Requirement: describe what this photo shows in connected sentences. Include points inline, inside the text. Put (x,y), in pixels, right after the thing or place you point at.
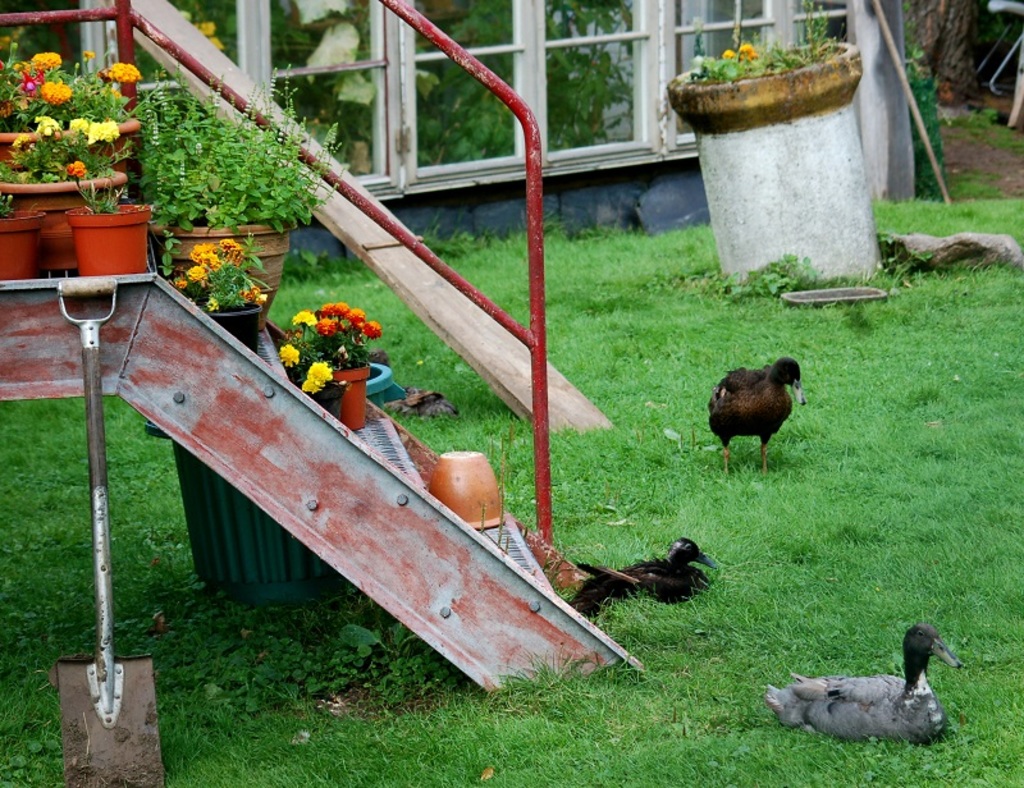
In this image there is a lawn (833,636) on which there are ducks (798,682). On the left side (288,435) there are metal steps (311,445) on which there are flower pots (469,507). There is a shovel (87,336) which is kept near the steps (108,341). In the background (635,40) there are glass windows (567,59). In the middle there is a flower pot (765,99) in which there are flowers (726,63).
